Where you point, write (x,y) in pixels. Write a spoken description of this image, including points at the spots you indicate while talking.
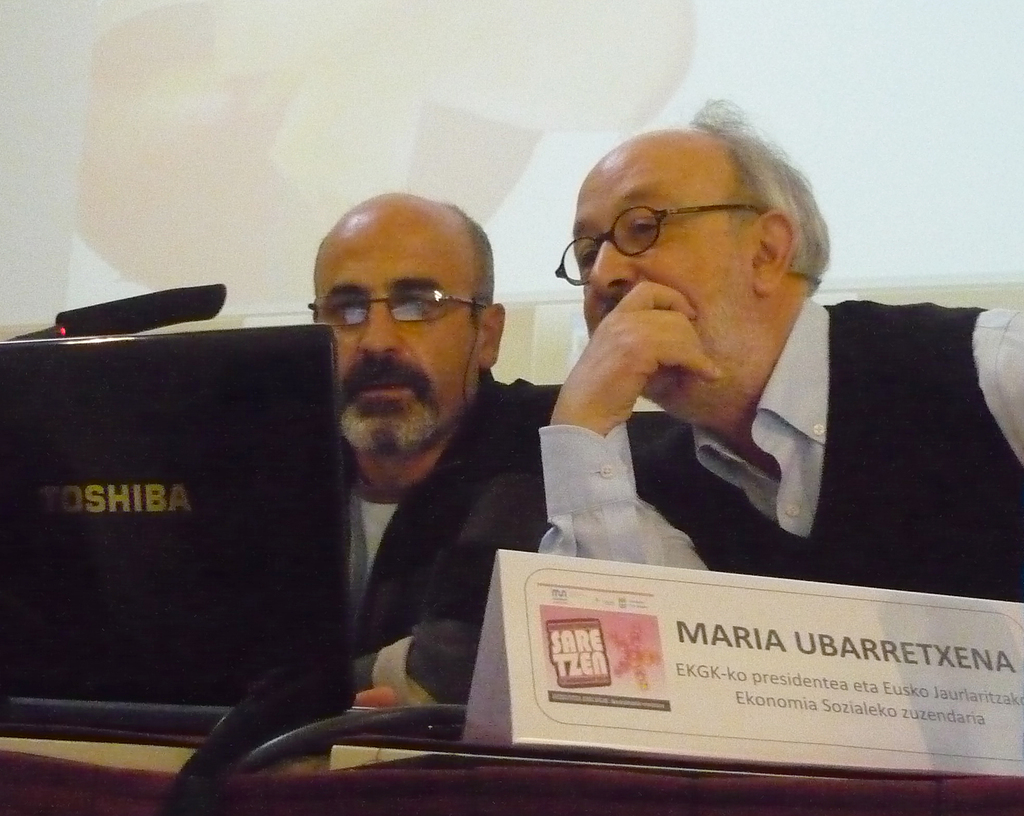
At the bottom (547,789) there is a table (151,757) on which a name board (566,713), wires (363,722) and a monitor (130,444) are placed. On the right side (735,403) there are two men (628,479) looking into the monitor (288,494). In the background (459,117) there is a screen (568,108).
